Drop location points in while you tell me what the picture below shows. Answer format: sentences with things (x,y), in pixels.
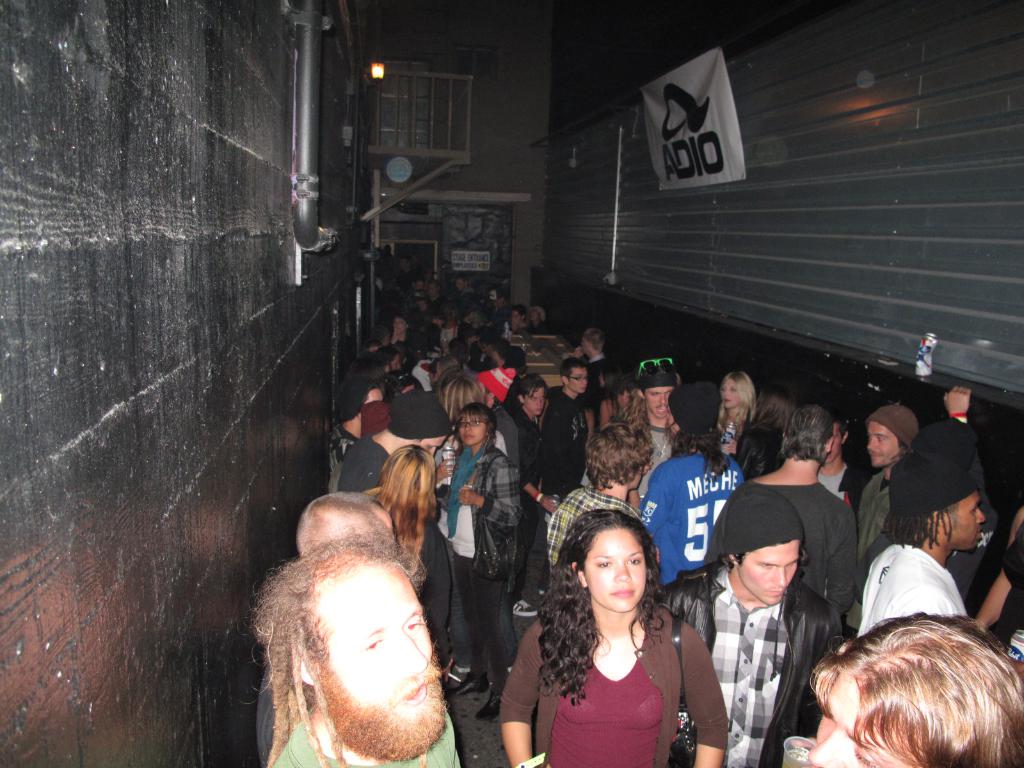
In this image there is a crowd (435,402) visible in front of the wall (360,202), there is a pipe (317,107) attached, in the top right (970,95) there is a shutter (880,221) on which there is a banner (673,152), there is a building (447,98) visible in the middle (440,263), this picture is taken during night, a light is attached to the wall (333,57) at the top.
